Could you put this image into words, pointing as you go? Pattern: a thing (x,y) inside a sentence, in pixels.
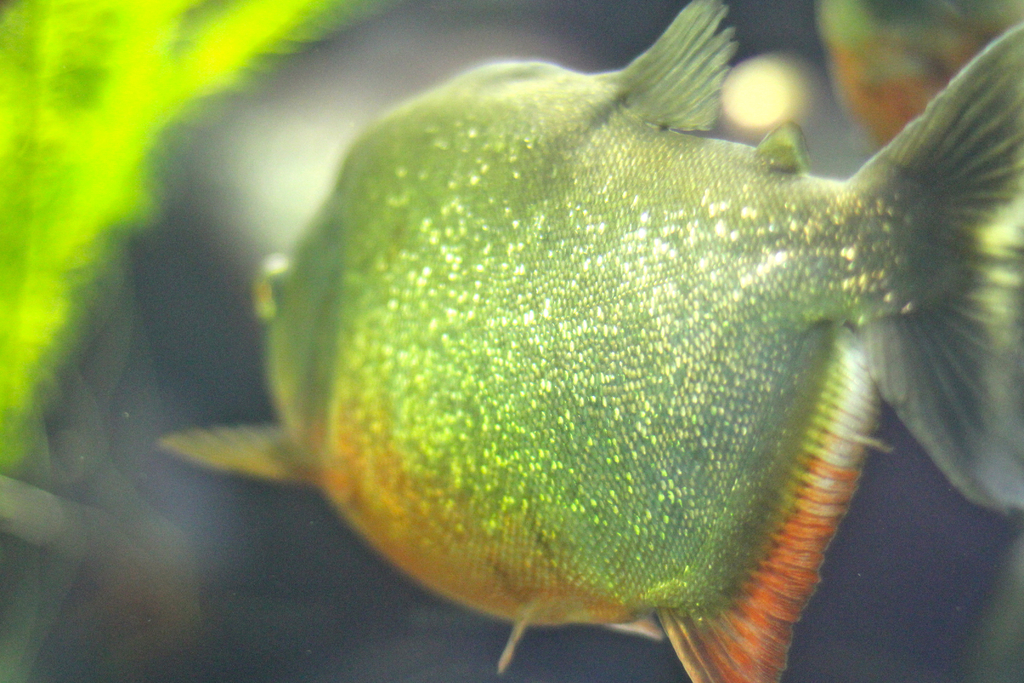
In the center of the image (622,405) we can see one fish (618,416), which is in green color. Around fish (658,428), we can see few other objects (133,55).
